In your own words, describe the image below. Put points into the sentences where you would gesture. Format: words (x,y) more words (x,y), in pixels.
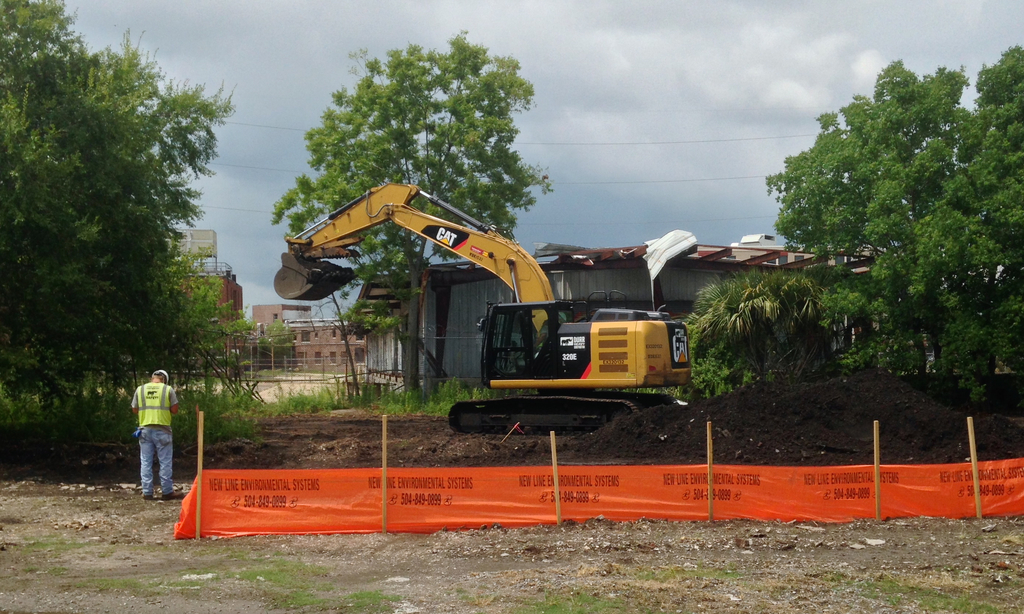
Here I can see a person (153,452) is standing on the ground (271,564). Beside him there is an orange color banner (424,495) which is attached to some sticks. In the background (519,288), I can see a bulldozer (511,303), some trees (149,300) and buildings (324,350). On the top of the image (673,40) I can see the sky (685,14). In front of this bulldozer (562,375) there is mud (812,418).
